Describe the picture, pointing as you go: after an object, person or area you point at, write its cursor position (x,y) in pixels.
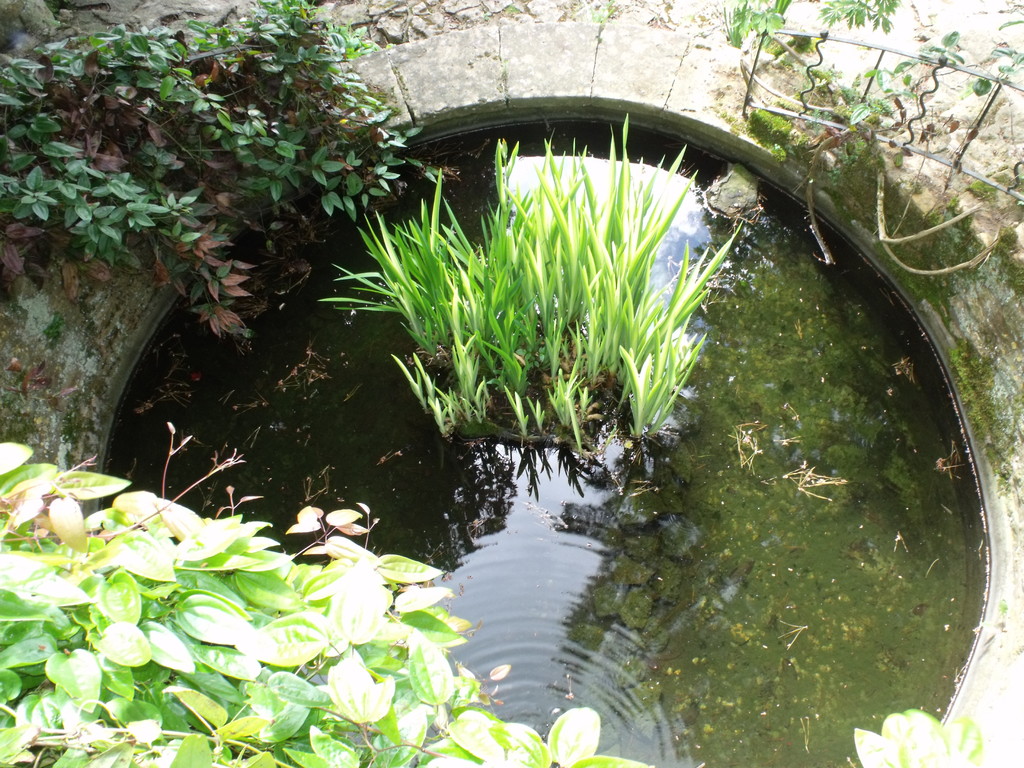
In this picture we can see plants (426,318) in water (847,649) and in the background (50,97) we can see shrubs (304,111).
